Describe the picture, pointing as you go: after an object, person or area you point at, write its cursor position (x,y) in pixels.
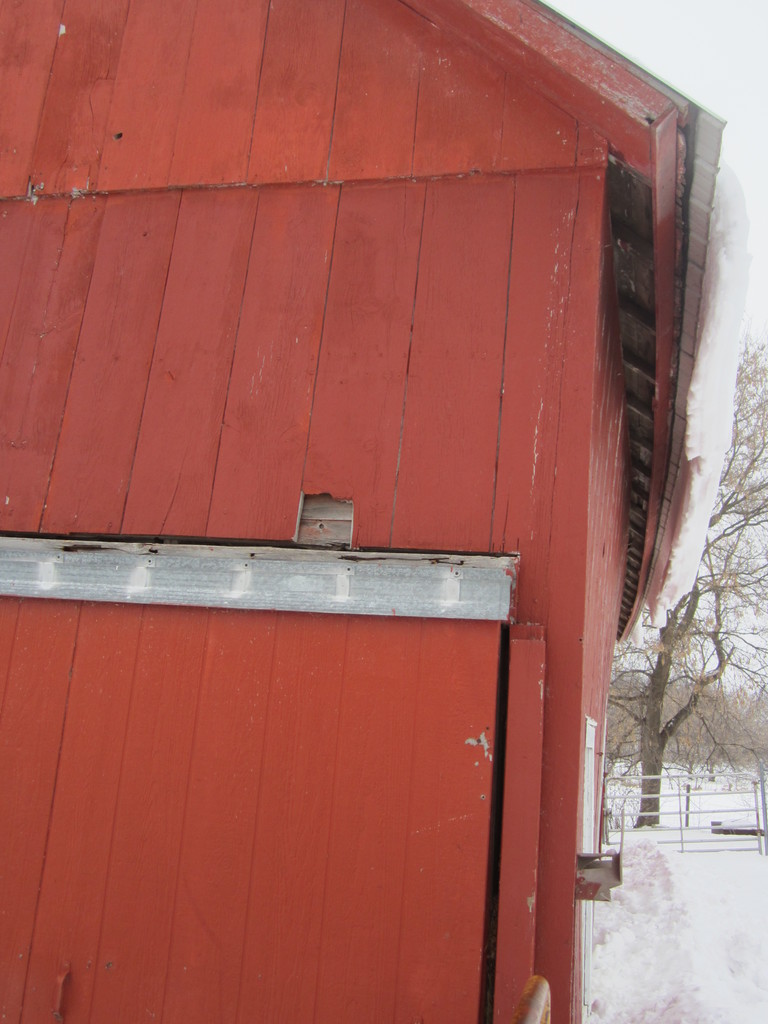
In this image we can see a house (296,334) with a roof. We can also see a fence (637,777), the snow (633,939), a group of trees (655,721) and the sky (637,656).
